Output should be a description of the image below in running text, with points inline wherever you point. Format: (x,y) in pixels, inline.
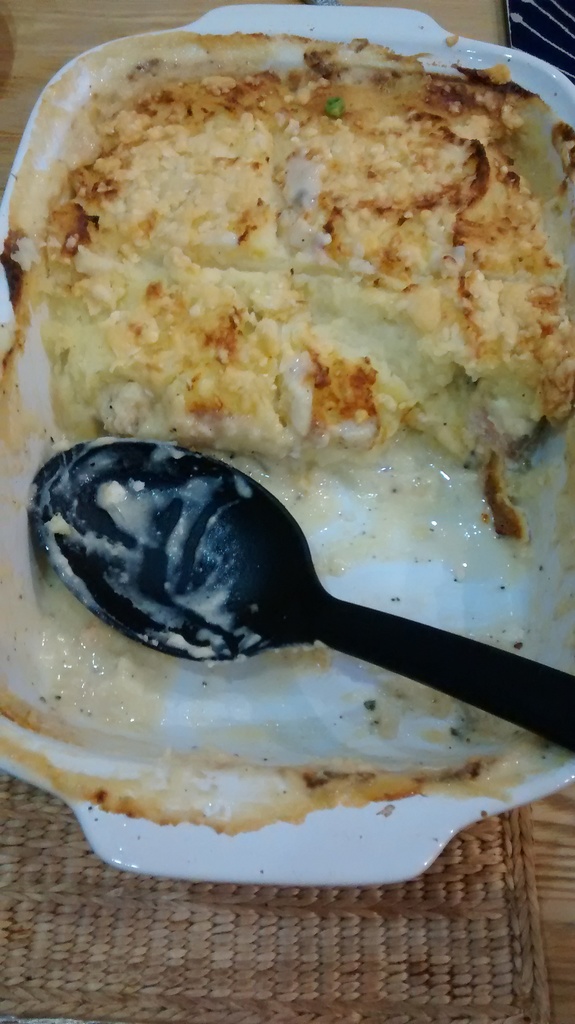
In this image there is some food item (212,174) and a spoon (260,550) on the plate (217,688) and the plate (257,735) is on the table (141,1002).
